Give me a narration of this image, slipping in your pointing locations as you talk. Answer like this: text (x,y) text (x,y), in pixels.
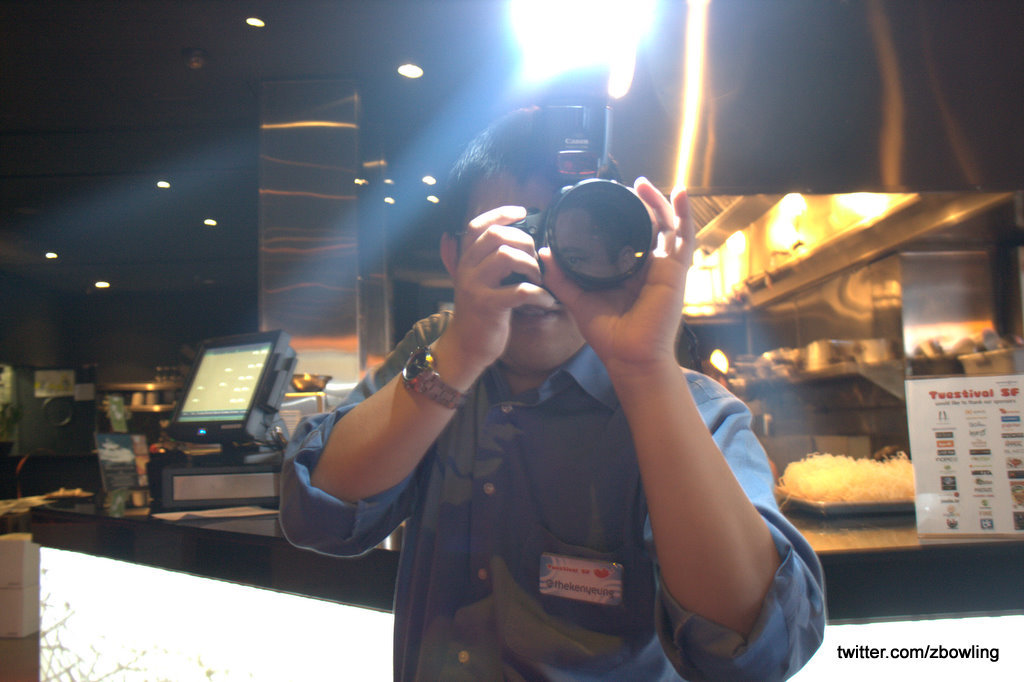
There is a man (673,606) in the center of the image (531,286) and holding a camera (570,271) in his hands (601,316), it seems like there is a counter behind him. There are lights (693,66), lamps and some other objects (890,343) in the background area (826,334) and there is text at the bottom side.
